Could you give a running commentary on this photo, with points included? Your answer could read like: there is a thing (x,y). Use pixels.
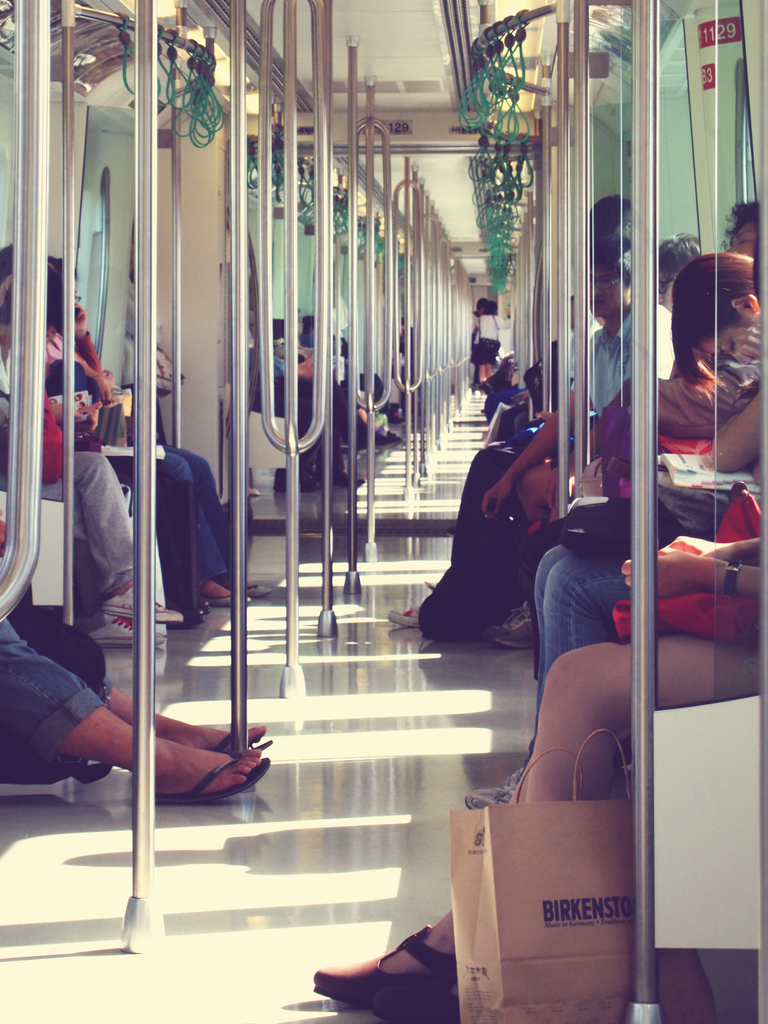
In this image I can see the inner part of the vehicle (451,225) and I can see few people (542,461) sitting in the vehicle (374,113) and few rods (374,113).
